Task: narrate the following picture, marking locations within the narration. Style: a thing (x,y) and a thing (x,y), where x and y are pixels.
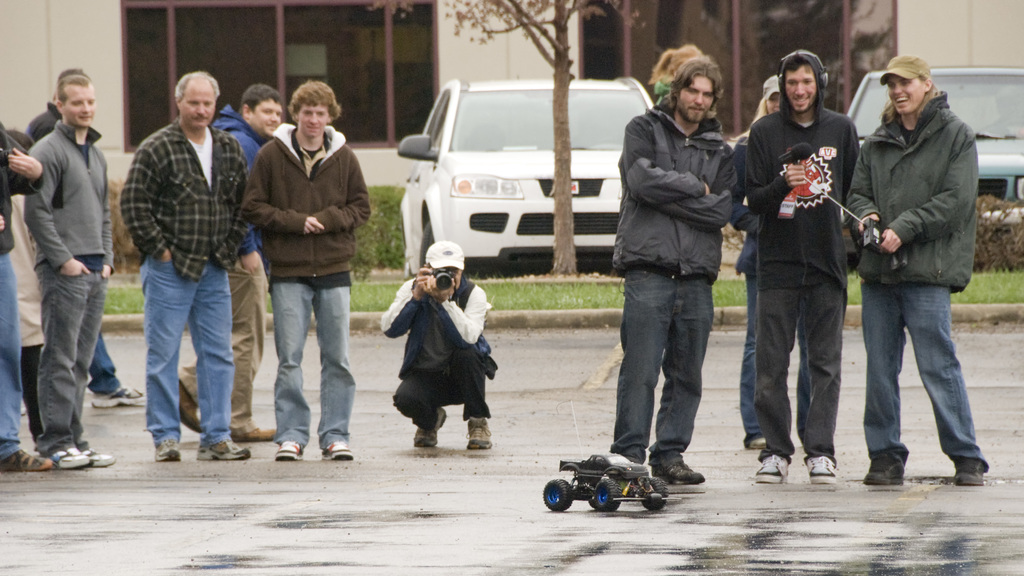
In this image there are people (762,128) standing on a road (312,433) and a man (451,401) is in squatting position holding a camera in his hand (434,293) and there is a toy car (595,484) on the road (584,528) is a grassland (552,303), tree (565,255), behind the tree (565,269) there are cars (537,209) behind the cars (431,176) there is a building (502,37).
